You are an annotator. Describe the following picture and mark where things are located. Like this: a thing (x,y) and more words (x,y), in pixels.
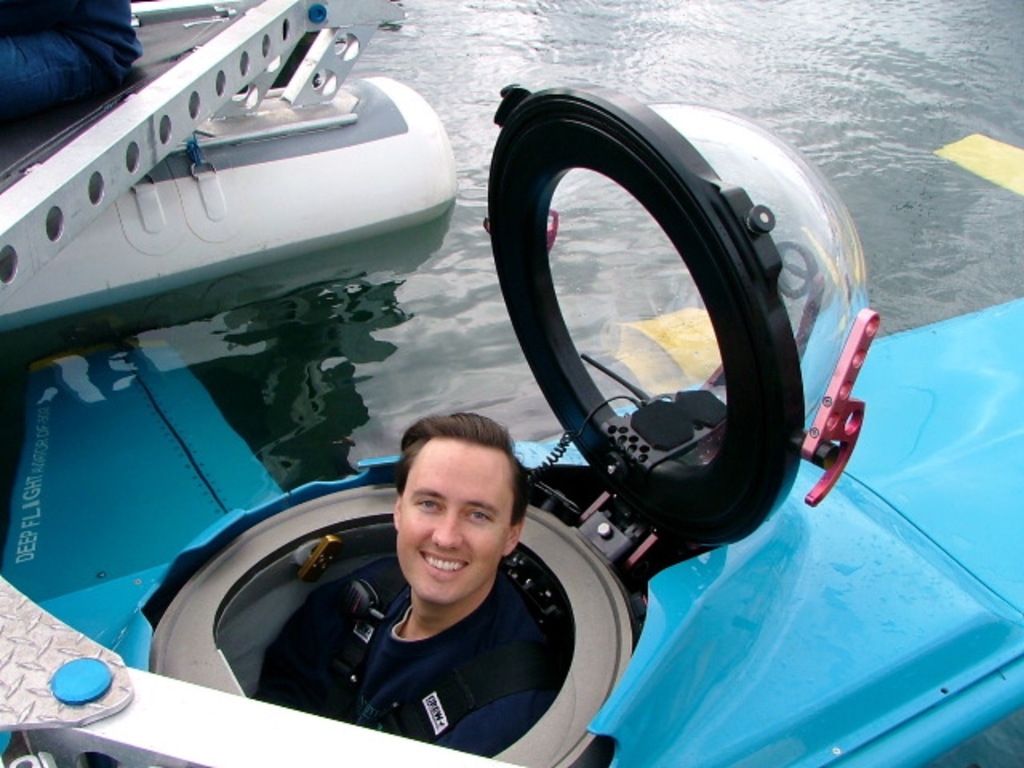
Here we can see a man (458,740) inside a vehicle (821,539) which is on the water (890,85). Here we can see a person (108,5).
